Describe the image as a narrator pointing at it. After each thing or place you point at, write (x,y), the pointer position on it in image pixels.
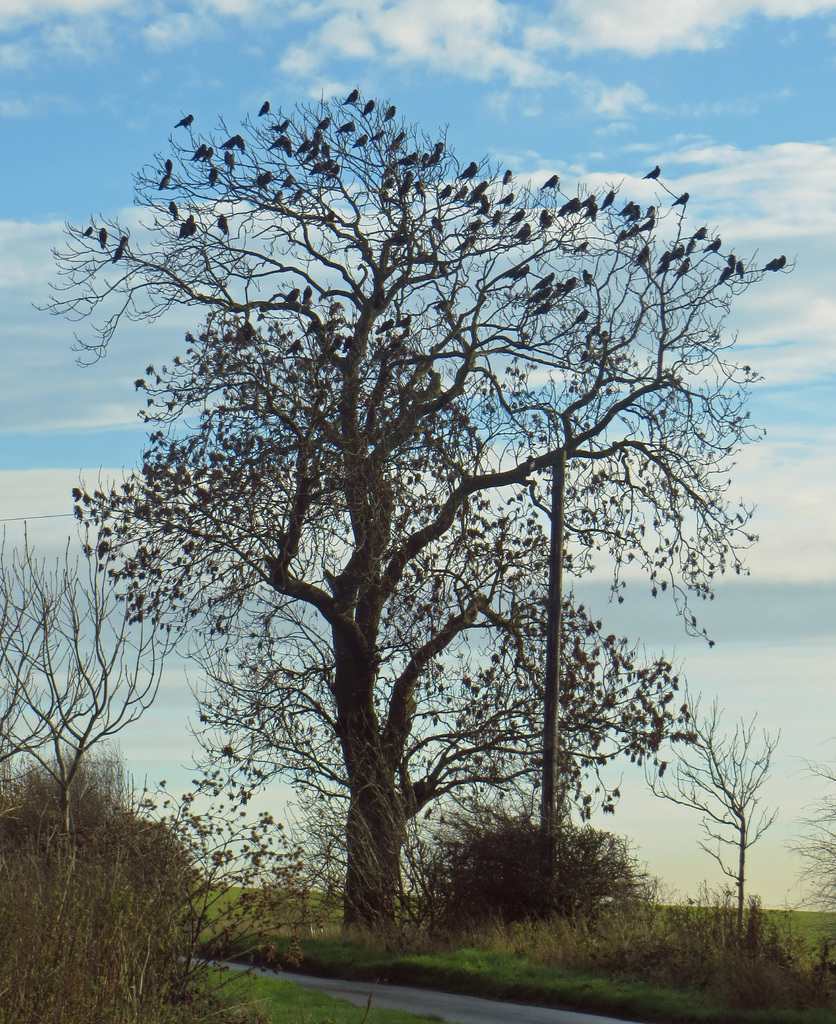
This picture shows few trees (484,250) and we see a pole (555,536) and a blue cloudy sky (581,284).
